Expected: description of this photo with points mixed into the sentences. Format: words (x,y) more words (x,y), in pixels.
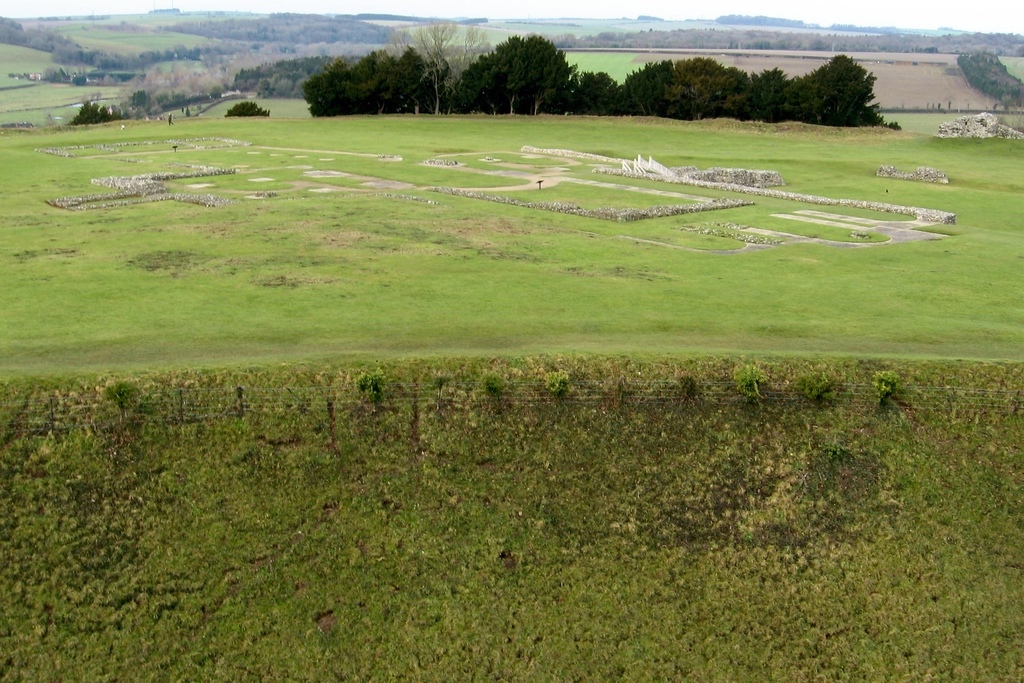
This image consists of land (355,381). At the bottom (477,481), there is green grass (638,266). In the background (404,53), there are trees (210,63). In the middle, we can see the rocks (706,172).
